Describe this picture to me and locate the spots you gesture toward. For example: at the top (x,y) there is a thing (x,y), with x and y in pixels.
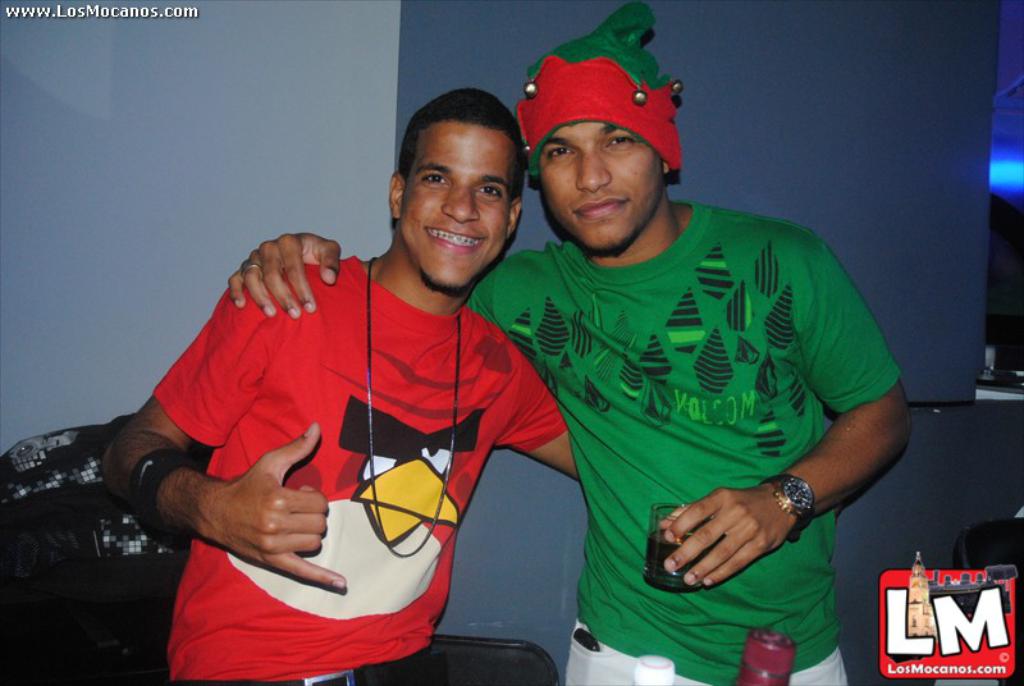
In this picture we can see there are two men (568,406) standing. A man (648,436) is holding a glass (685,504). Behind the men (292,391), there is an object (41,538) and the wall (457,633). On the image there are watermarks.
